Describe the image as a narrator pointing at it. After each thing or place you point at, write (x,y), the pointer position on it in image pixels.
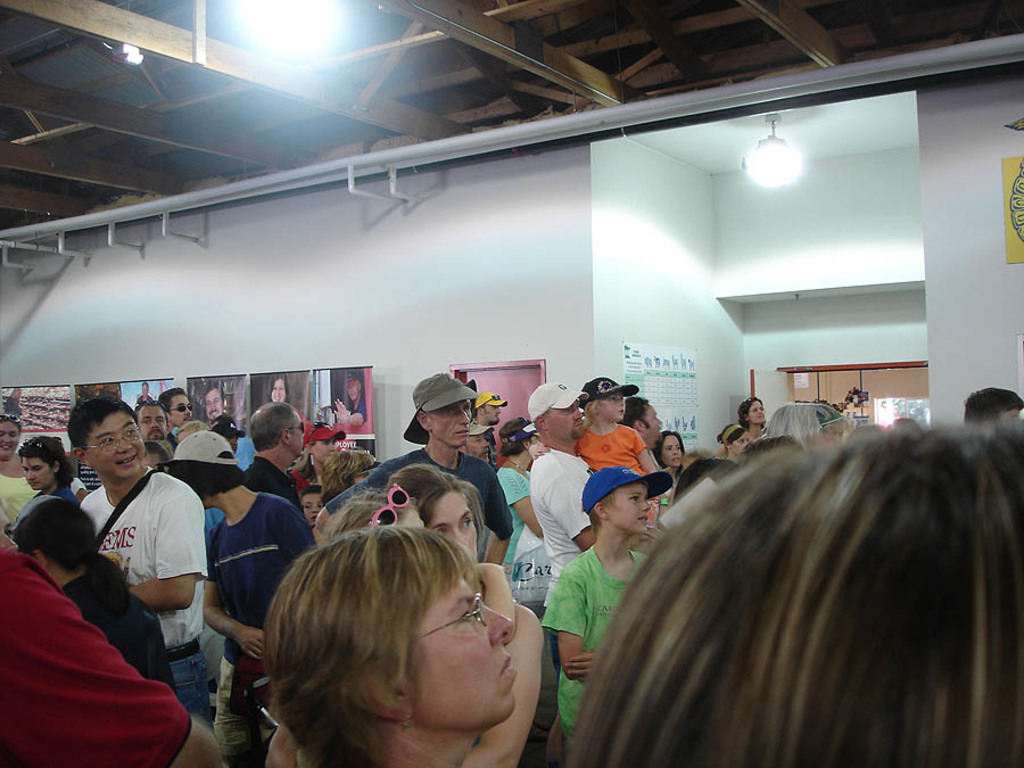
As we can see in the image there is a white color wall (547,219), lights (755,179), banners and many people (372,595).
